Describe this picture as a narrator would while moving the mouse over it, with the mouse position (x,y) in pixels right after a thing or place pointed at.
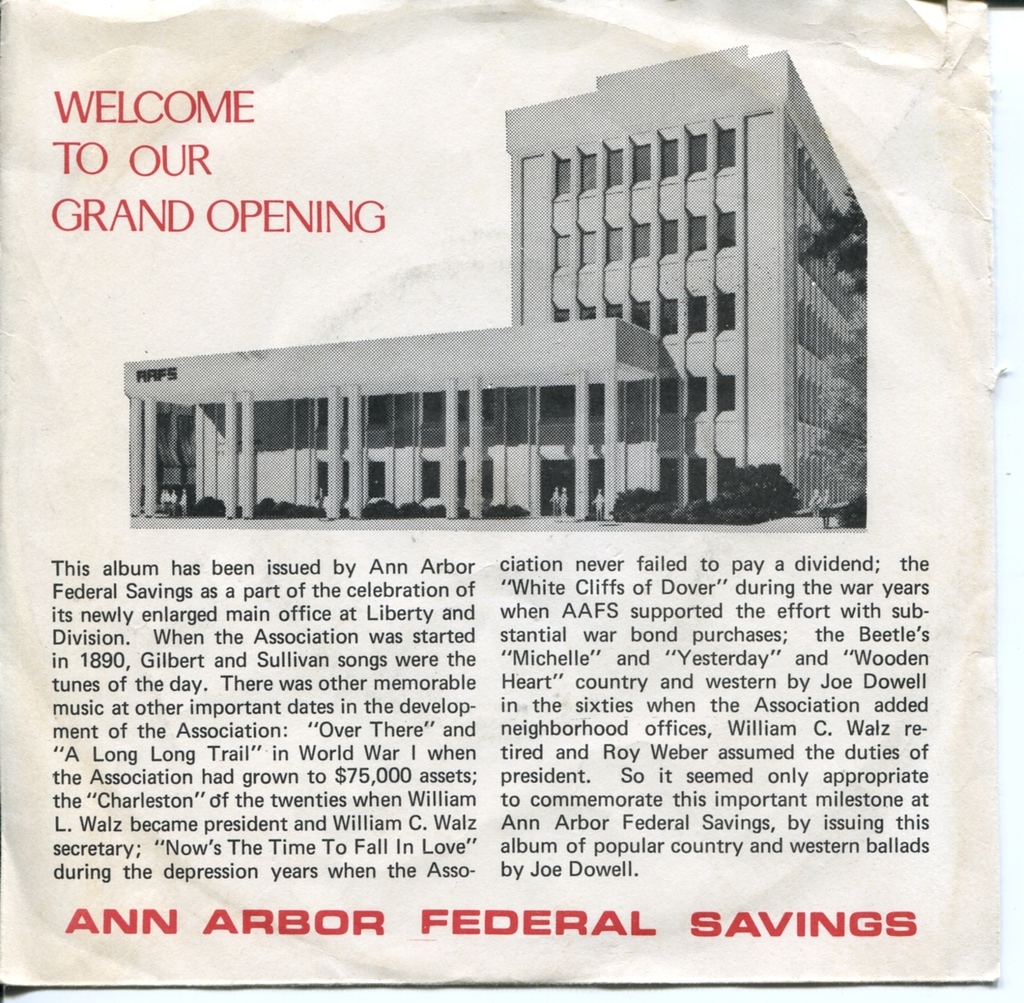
In this picture I can observe a picture of a building (409,450) in the paper (44,448). There is some text (308,639) in the paper (336,760) which is in black and red color.
